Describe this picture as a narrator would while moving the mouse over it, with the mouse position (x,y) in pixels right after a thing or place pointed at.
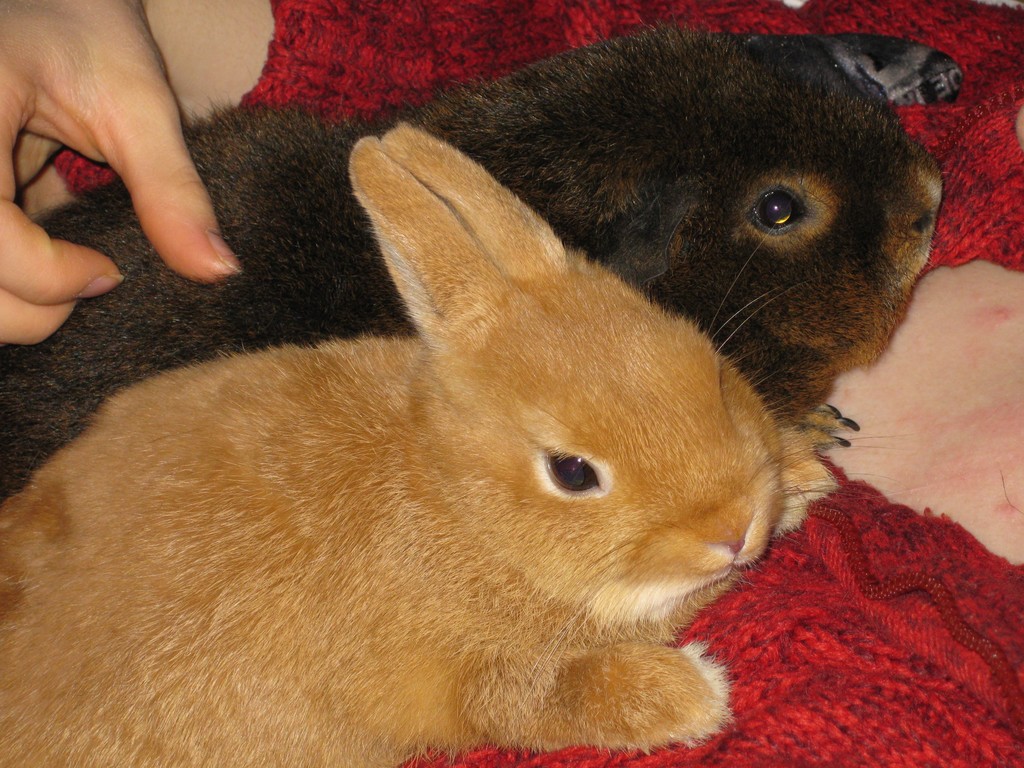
In the image a person (885,33) is sitting and holding two rabbits (307,175).
